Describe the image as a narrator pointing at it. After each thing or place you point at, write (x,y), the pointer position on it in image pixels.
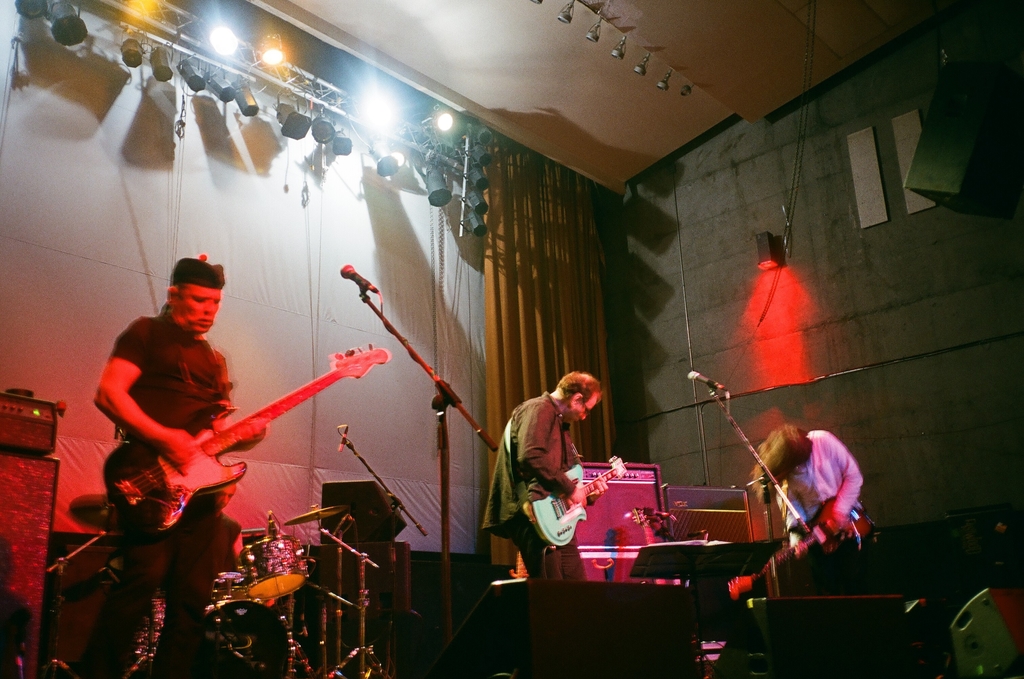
In the image we can see there are people (533,496) standing and they are holding guitar (202,470) in their hand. There are musical instruments (155,642) and there are mics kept on the stand (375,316). There are lights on the top (427,181) on the iron poles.
